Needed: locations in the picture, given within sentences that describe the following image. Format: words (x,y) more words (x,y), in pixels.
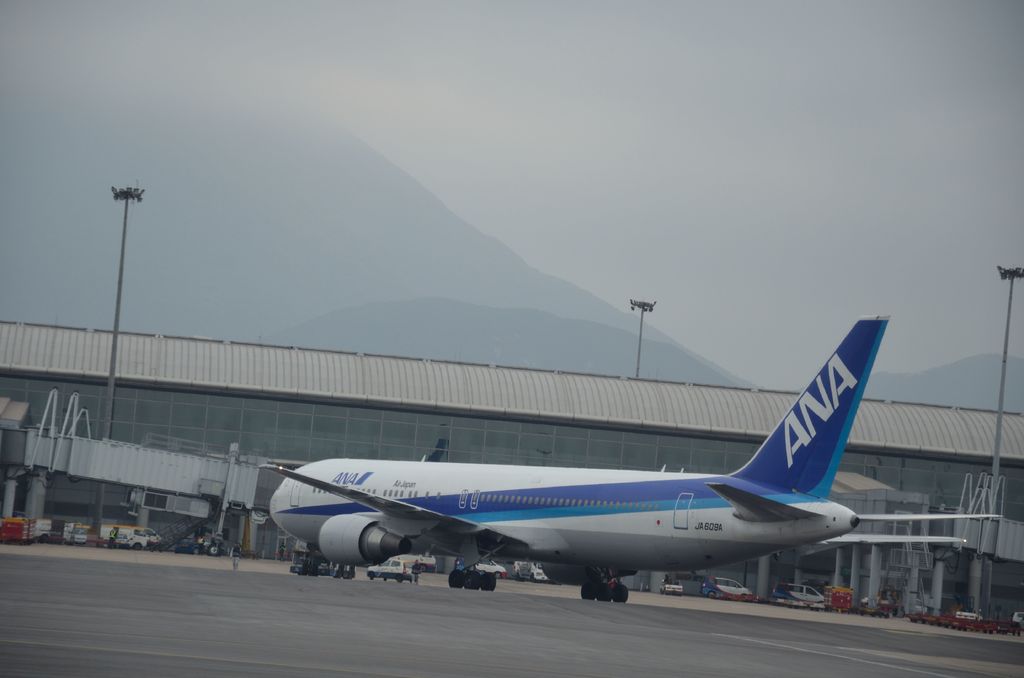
In the center of the image (579,452) we can see an aeroplane (591,500), vehicles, bridge (113,448), shed (724,422), roof (641,417), pillars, electric light poles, some persons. At the bottom of the image (337,596) we can see the road (318,647). In the background of the image (343,338) we can see the hills (435,253). At the top of the image (846,207) we can see the sky (834,113).
